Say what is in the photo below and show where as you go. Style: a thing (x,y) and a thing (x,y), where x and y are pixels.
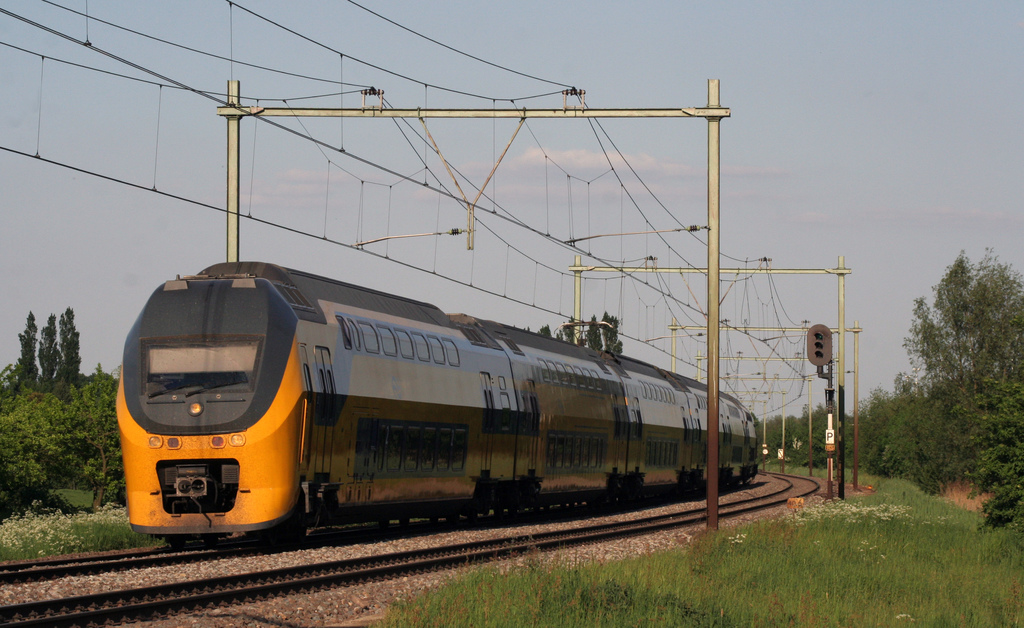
In this image we can see a locomotive (300,398) which is of yellow color moving on the track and at the background of the image (64,295) there are some trees (23,451), wires (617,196) and clear sky (601,98).
